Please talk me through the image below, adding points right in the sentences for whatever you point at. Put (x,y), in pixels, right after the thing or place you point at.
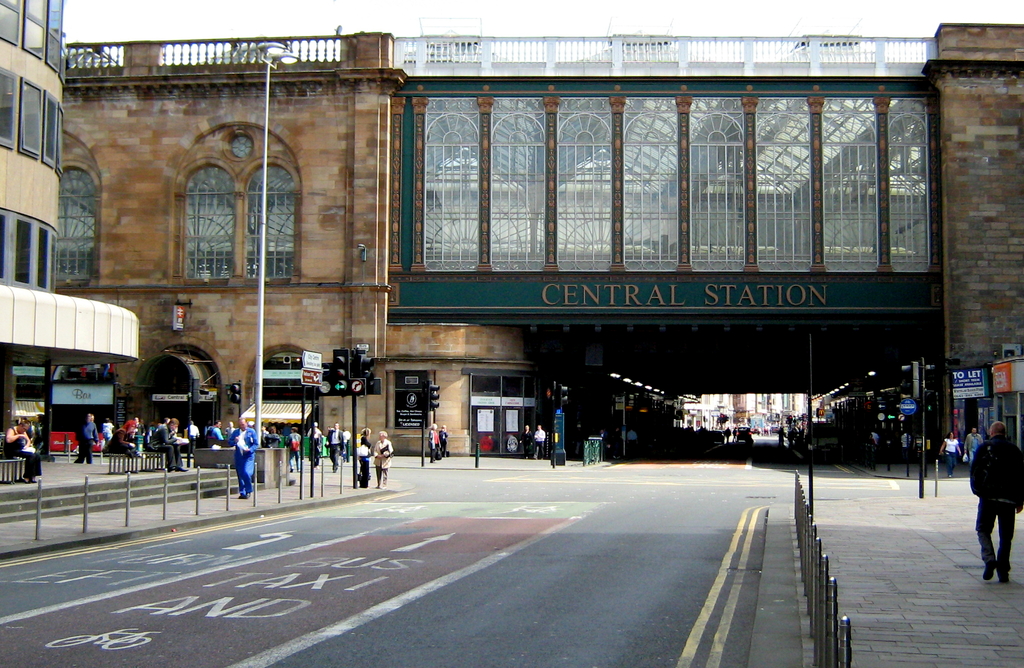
In this picture I can see there is a road (685,566), few buildings (268,383), poles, people (107,439) walking on the walk way (63,456) and there sky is clear.
